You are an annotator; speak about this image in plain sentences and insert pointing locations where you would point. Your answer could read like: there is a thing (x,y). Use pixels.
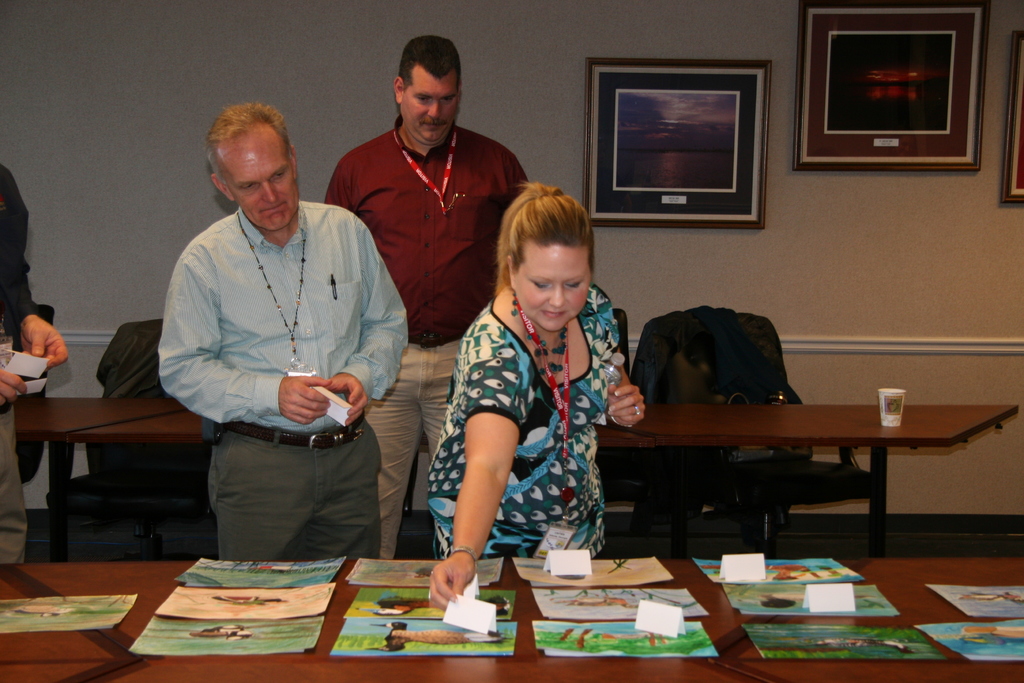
In this picture we can see four people (571,215) where a woman (611,417) standing and holding a paper (473,607) with her hand (437,575) and in front of them on tables (233,674) we can see a cup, paintings (174,591) on it and in the background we can see chairs (764,341) and frames (632,152) on the wall (511,107).
